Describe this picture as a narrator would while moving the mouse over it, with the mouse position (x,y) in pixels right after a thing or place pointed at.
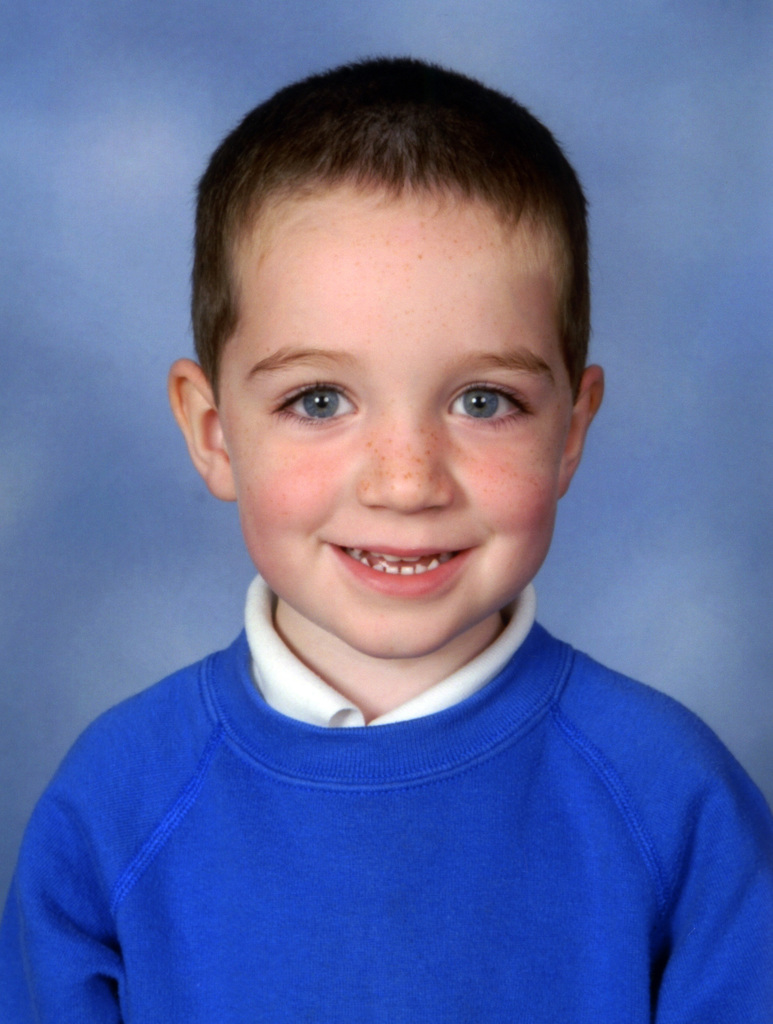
A child (363,626) is smiling wearing a blue t shirt (401,874).
